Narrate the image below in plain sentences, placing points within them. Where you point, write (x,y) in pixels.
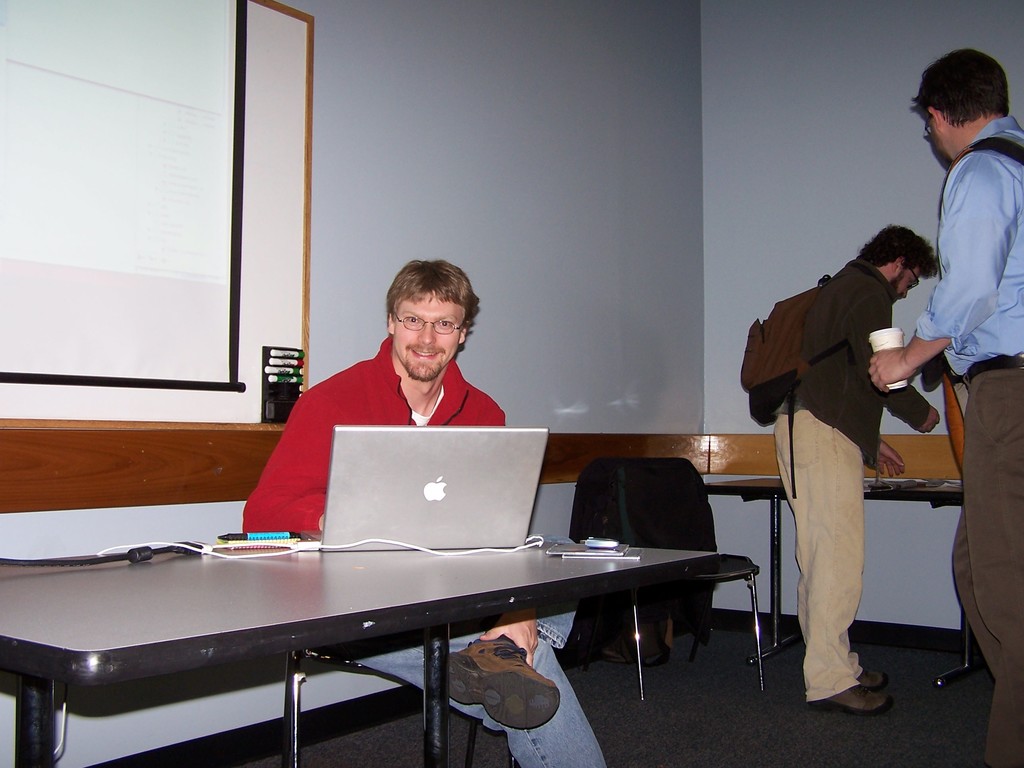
In this image person (408,363) who is sitting on a chair (298,681). He is wearing a red jacket (329,425) and blue jeans (572,735). in front of him there is a laptop (435,497) on a table (335,605). On the right (963,216), there is a man (993,288) who is wearing a blue shirt (974,248) and holding a white glass (884,338). In front of him there is a person (824,420) who is wearing bag (784,346) and looking at a table (941,480). On the top left corner (159,123) there is a projector (149,169).
